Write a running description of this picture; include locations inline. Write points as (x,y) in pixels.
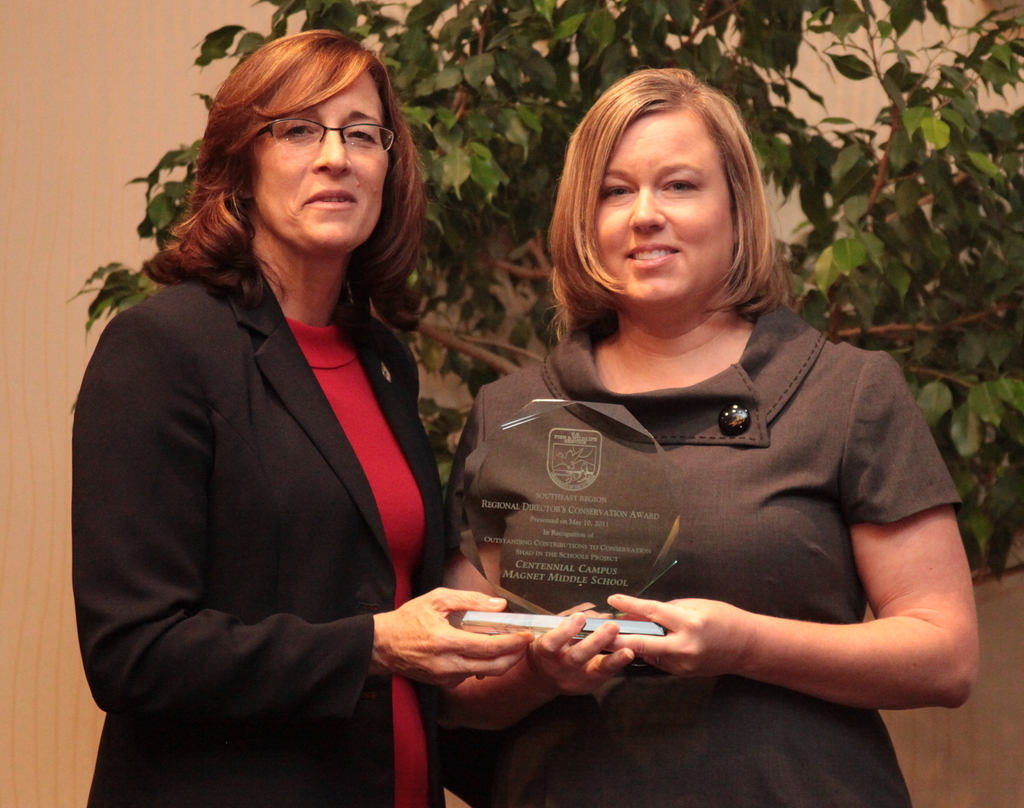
As we can see in the image there is a wall (66,134), tree (510,31) and two people (462,463) standing in the front (411,507).
